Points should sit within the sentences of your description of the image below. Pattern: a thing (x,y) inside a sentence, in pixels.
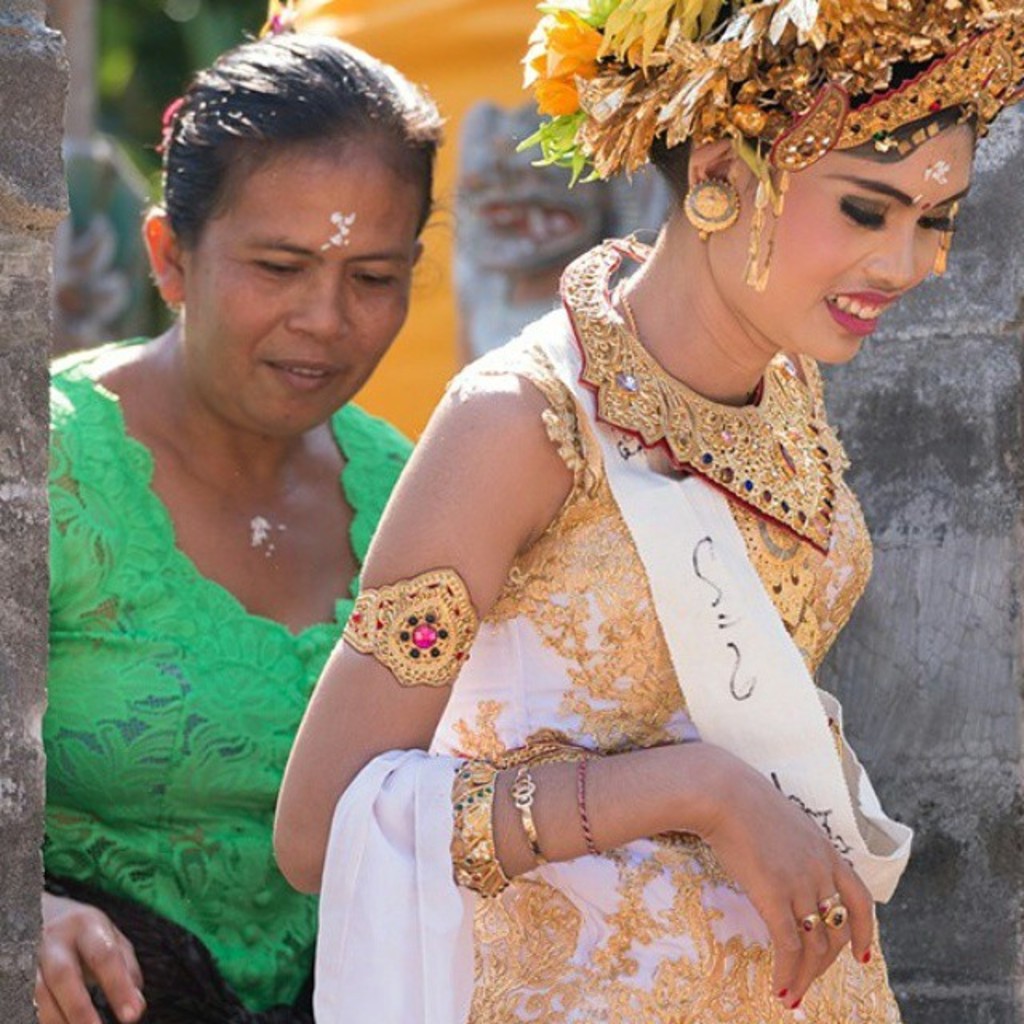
In this image I can see two women (549,402) are standing and I can see one of them is wearing green dress (169,737) and I can see she is wearing white and golden colour dress (579,688). I can also see few flowers (564,91) on her head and I can see this image is little bit blurry from background (110,24).
